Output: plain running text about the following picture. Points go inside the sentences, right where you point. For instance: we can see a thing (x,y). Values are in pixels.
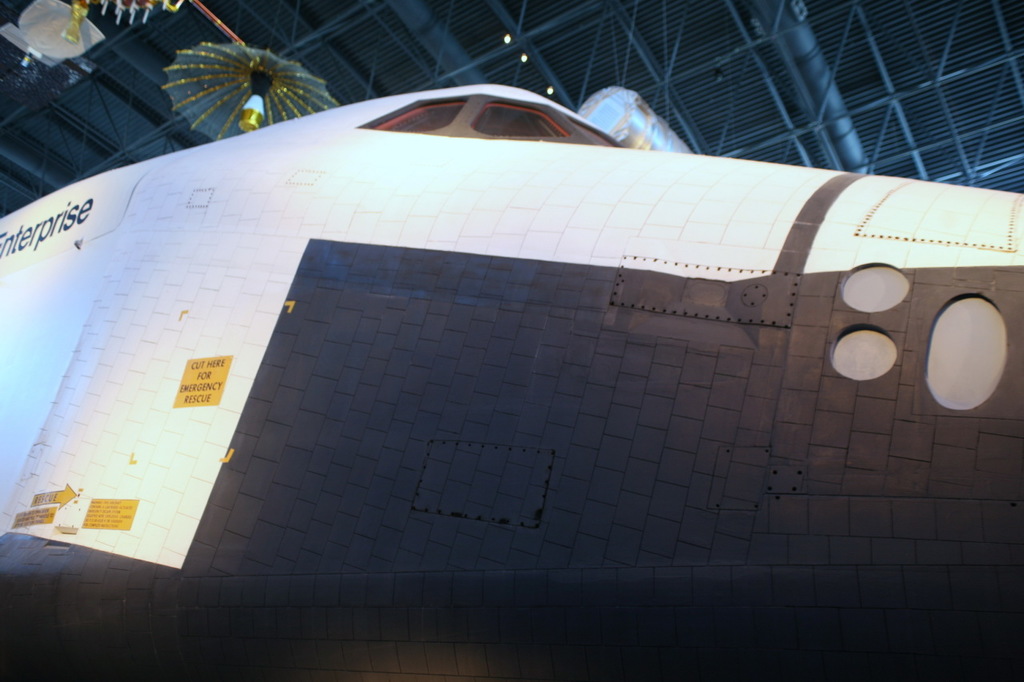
In this picture we can see an airplane (526,598) with stickers (36,497) on it and in the background (582,22) we can see an umbrella (210,74) on roof top (346,39).
